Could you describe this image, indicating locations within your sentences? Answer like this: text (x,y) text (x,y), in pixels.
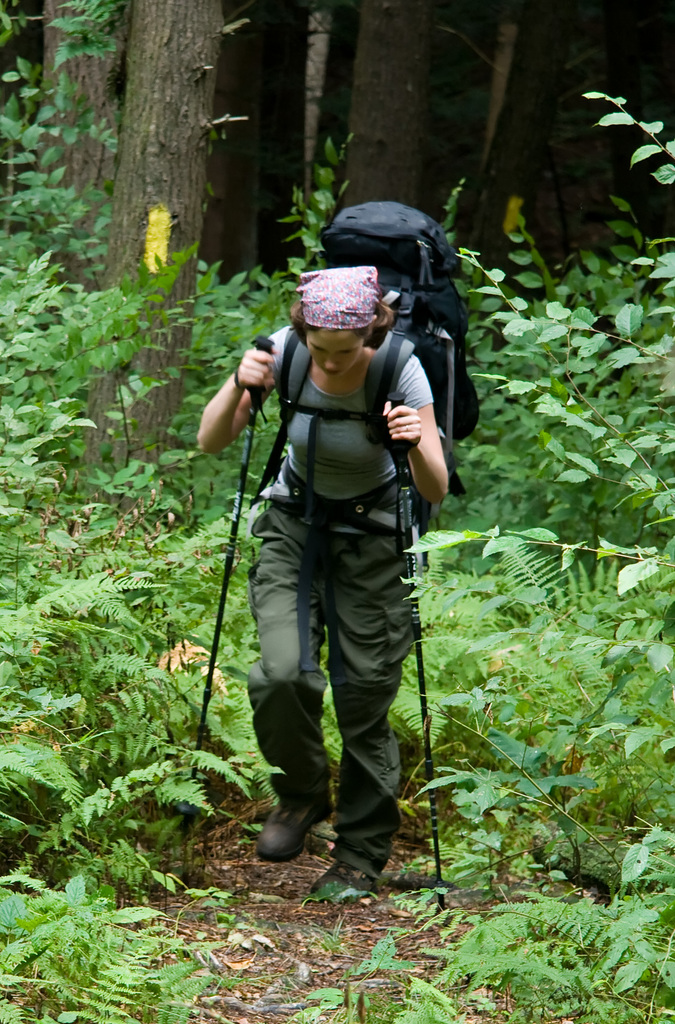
In the middle of this image (319,482), there is a woman (339,437) in a gray color t-shirt (349,444), holding two sticks (250,430) with both hands (409,409) and walking on a path (304,978). On both sides of this path (295,962), there are plants (471,541). In the background (635,97), there are trees (592,65).
